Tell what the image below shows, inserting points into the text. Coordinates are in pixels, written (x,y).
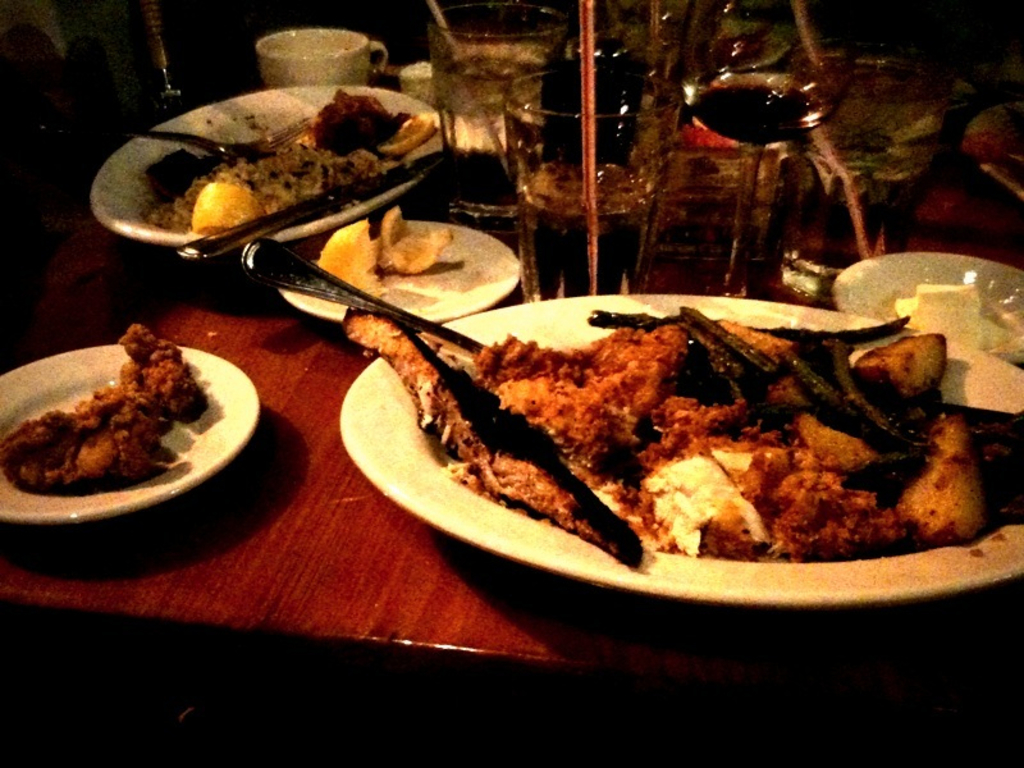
In this picture we can see a table (493,589), there are some plates (411,278), glasses (852,160) of drinks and a mug (343,69) present on the table (450,580), we can see some food (597,388) in these plates (381,413), we can also see spoons (329,193) in these plates (364,192).
